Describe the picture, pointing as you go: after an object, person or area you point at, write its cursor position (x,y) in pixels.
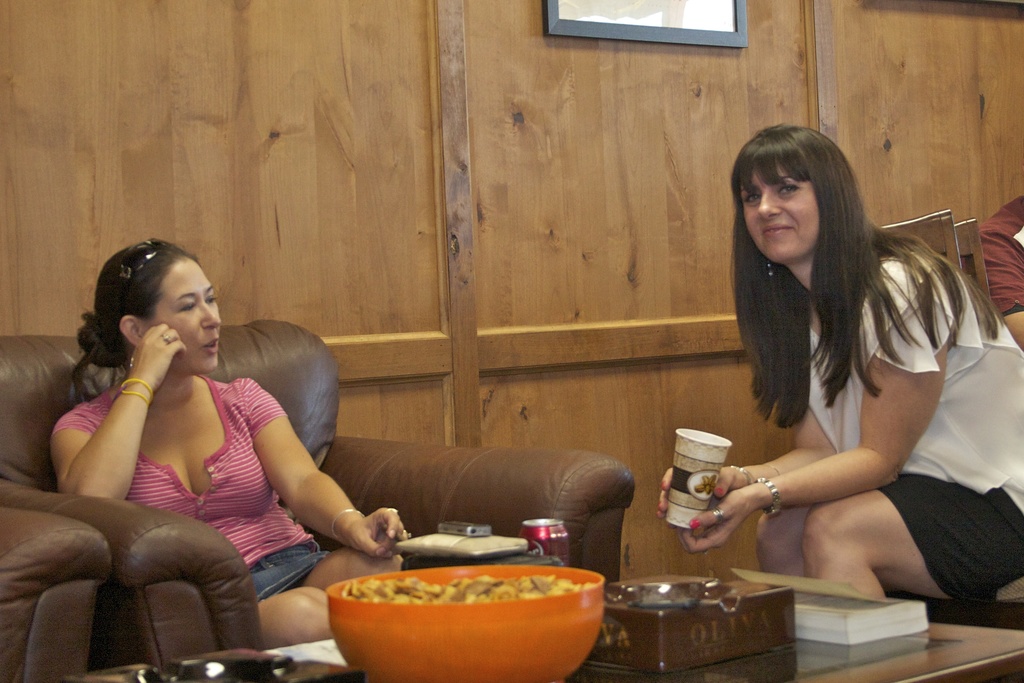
In the image there is a woman (283,475) sat on recliner (160,588) on the left side (268,589) and another woman (853,548) sat on right side (979,550) In front of them there is a table (1003,635) on which there is a bowl (498,615) filled with food (510,596) and in the background (446,72) it's a wooden wall (472,76).
